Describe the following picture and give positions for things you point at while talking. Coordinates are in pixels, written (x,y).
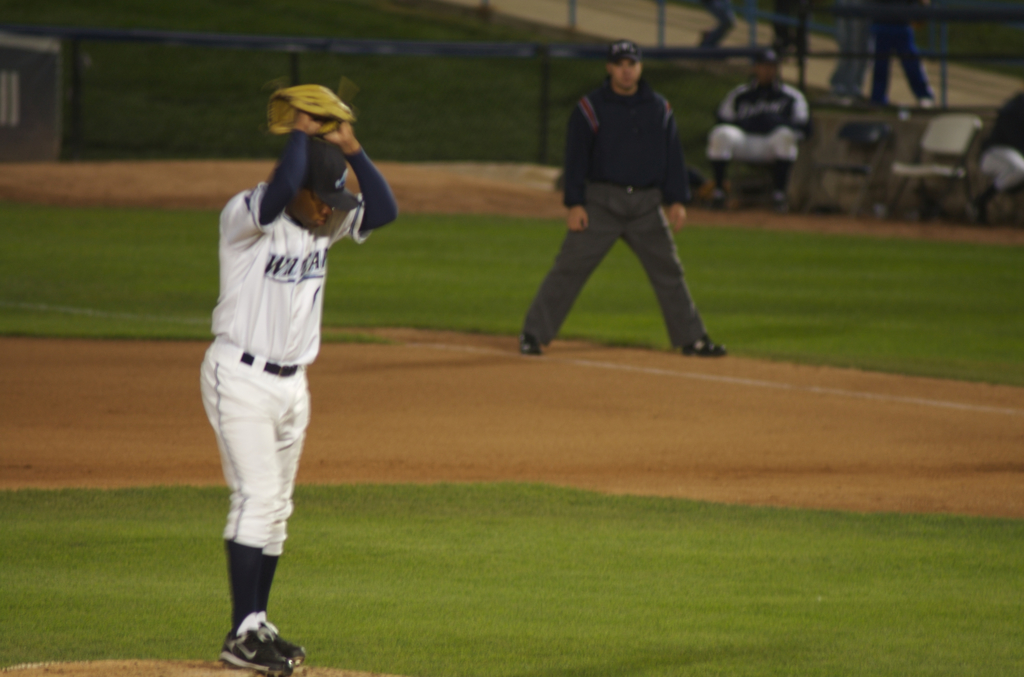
In the picture we can see group of people (260,308) playing game and in the background of the picture (720,133) there are some persons (728,148) sitting on chairs (900,172), there is fencing (698,113) and there is grass (48,277).
